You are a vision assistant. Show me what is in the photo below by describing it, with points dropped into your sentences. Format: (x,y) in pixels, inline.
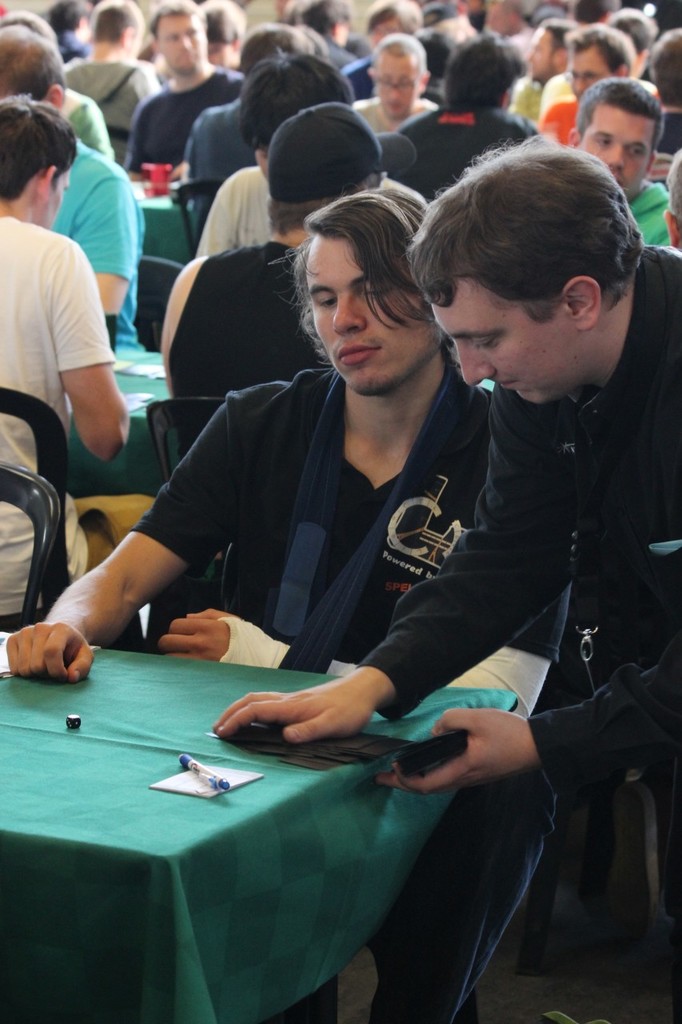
In this image, there are a few people (403,313) sitting. Among them, we can see a person (552,458) standing. We can also see some tables (118,472) covered with a cloth (102,486) and some objects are placed on them. We can also see a black colored object (40,499).
